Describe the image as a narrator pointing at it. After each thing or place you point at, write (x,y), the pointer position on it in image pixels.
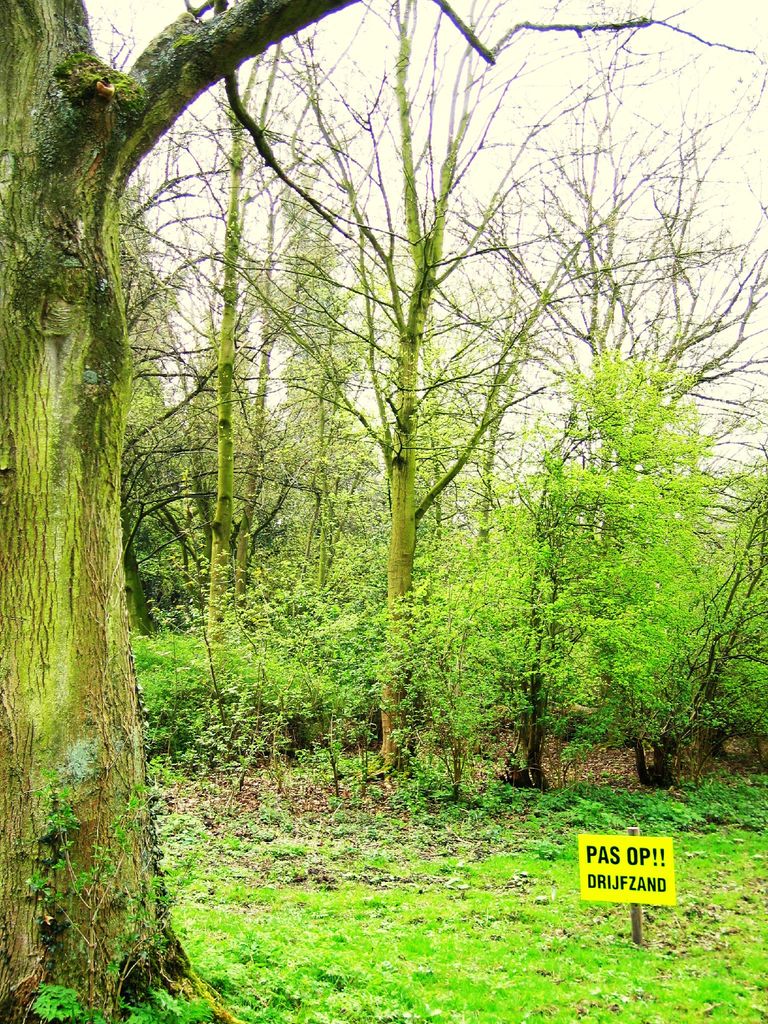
This is an outside view. On the left side (32,559) there is a tree trunk (32,95). At the bottom (343,975), I can see the grass (308,951) on the ground (320,962). On the right side (633,877) there is a board (621,877) on which I can see some text (626,853). In the background (540,522) there are many trees (512,502). At the top of the image (704,31) I can see the sky (705,23).
